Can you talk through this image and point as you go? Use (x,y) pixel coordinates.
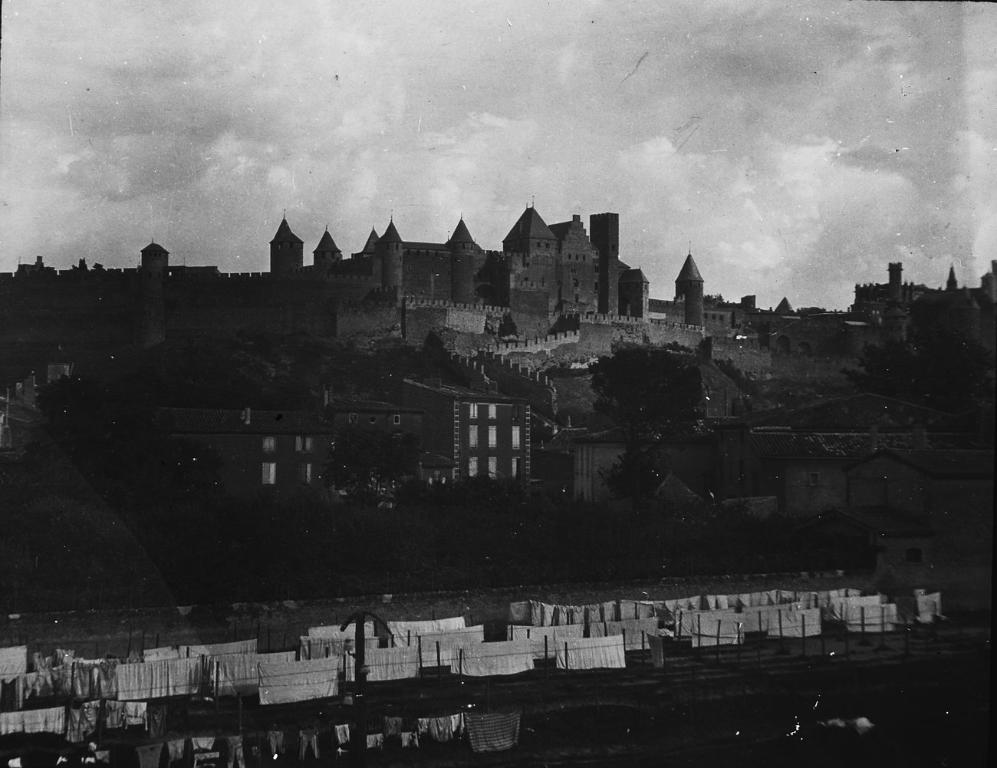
In this image I can see there is a fort (348,271) and there are few buildings (505,417), trees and this is a black and white image and the sky (131,112) is cloudy.
